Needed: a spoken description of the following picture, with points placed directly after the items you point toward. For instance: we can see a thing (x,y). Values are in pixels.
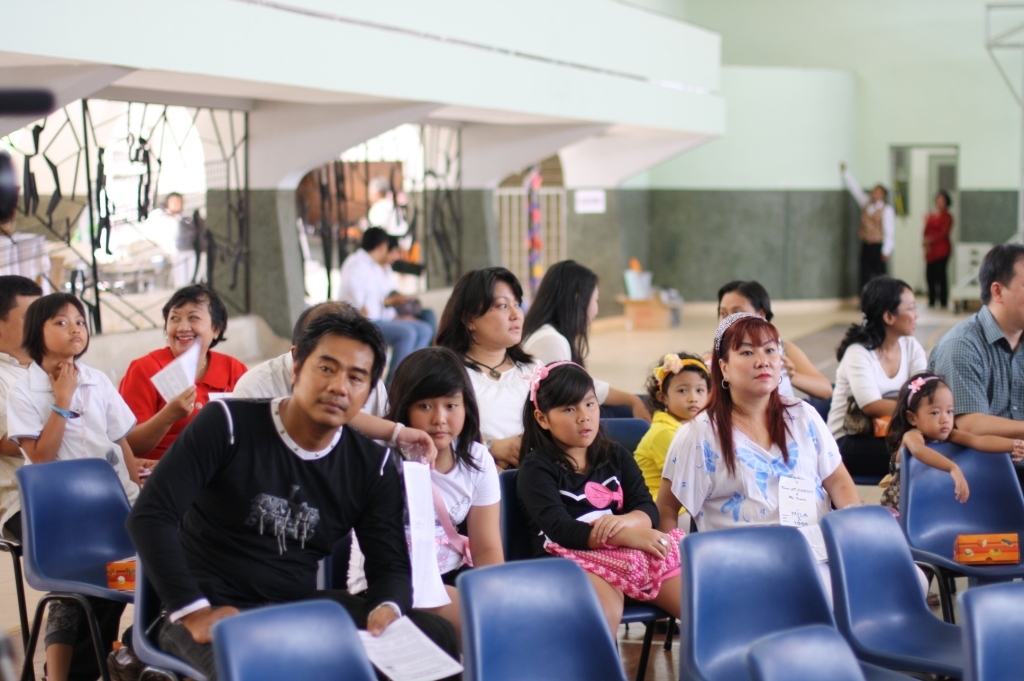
This image is clicked inside. There are so many chairs (323,613) in this image. People (535,425) are sitting on chairs (1,537). There are two persons (944,240) on the right side (871,240). Behind them there is an opening (915,242).
